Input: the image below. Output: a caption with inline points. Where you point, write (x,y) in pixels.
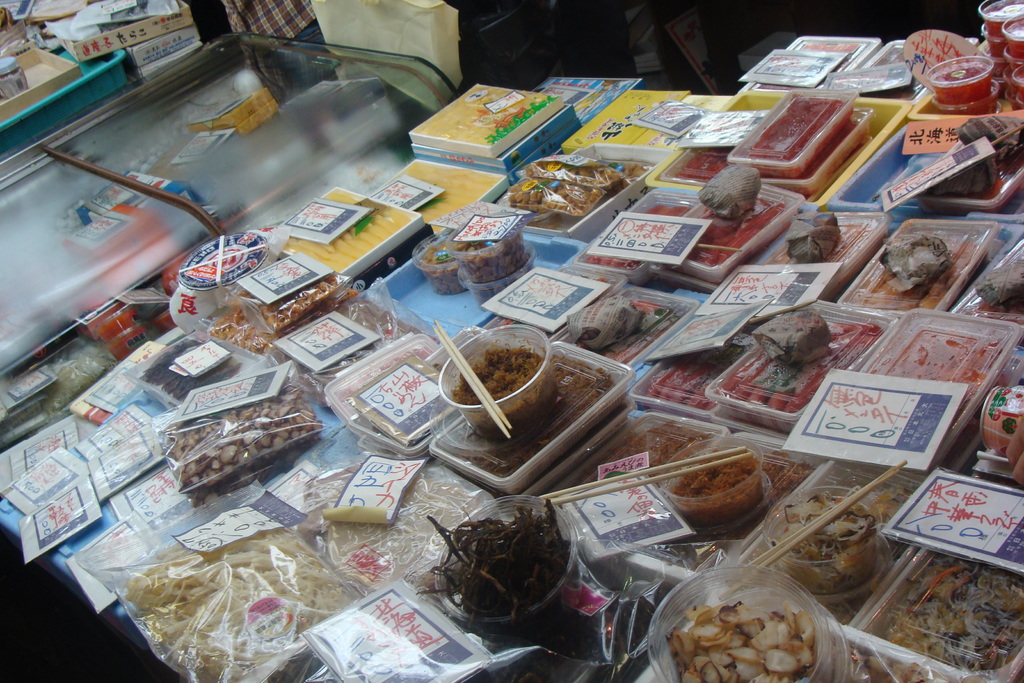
Here we can see boxes (929,659), chopsticks (490,399), food packets (361,323), and food items (659,460) on a table (552,253). There is a glass box (257,142).
